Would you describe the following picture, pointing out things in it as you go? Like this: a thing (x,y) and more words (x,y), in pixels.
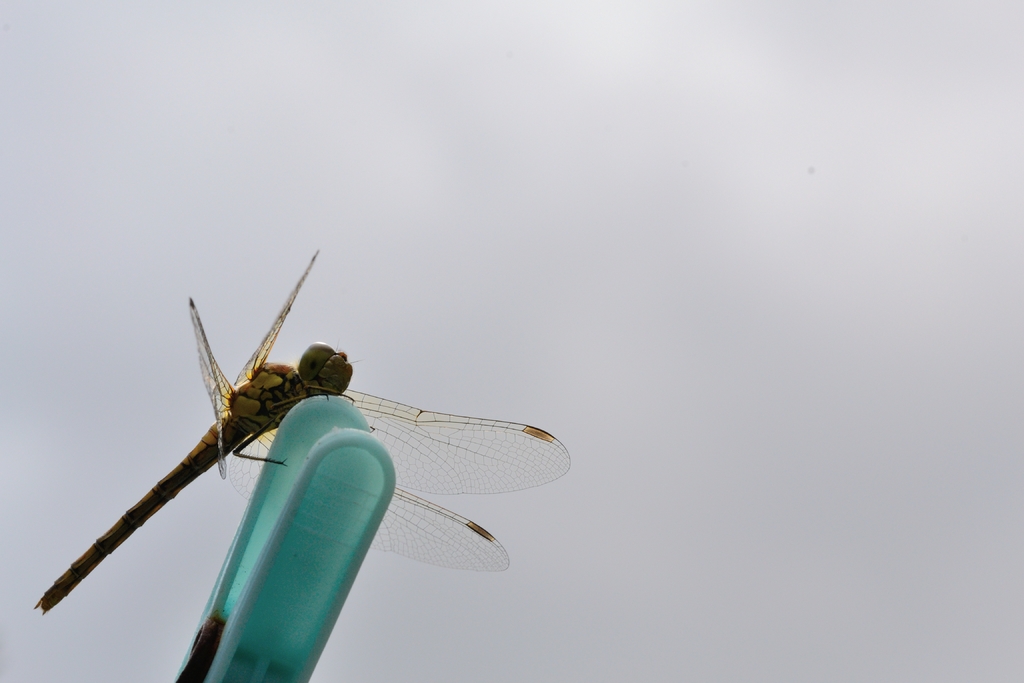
In this image there is a dragonfly (256,441) on some clip (269,472), and in the background (641,219) there is sky (559,291) and the sky (240,208) is cloudy.
